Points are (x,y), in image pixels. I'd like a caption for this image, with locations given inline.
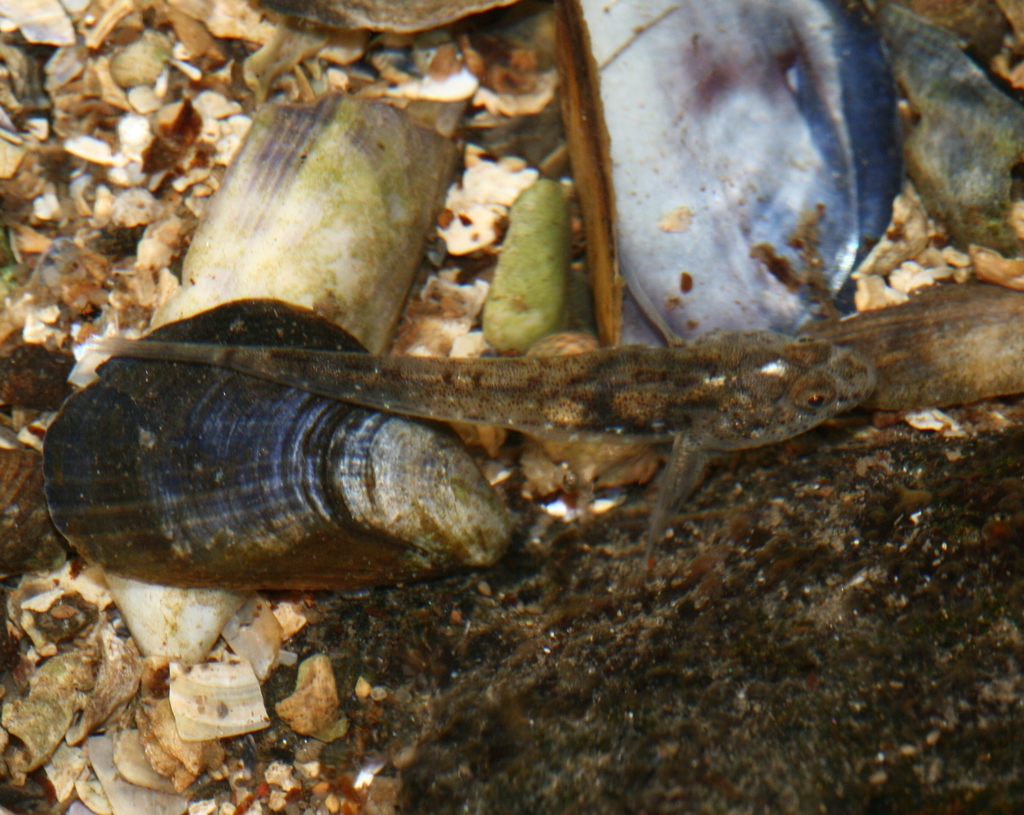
In this image we can see a fish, shells (501,505) and some stones (266,626) in the water (512,613).
